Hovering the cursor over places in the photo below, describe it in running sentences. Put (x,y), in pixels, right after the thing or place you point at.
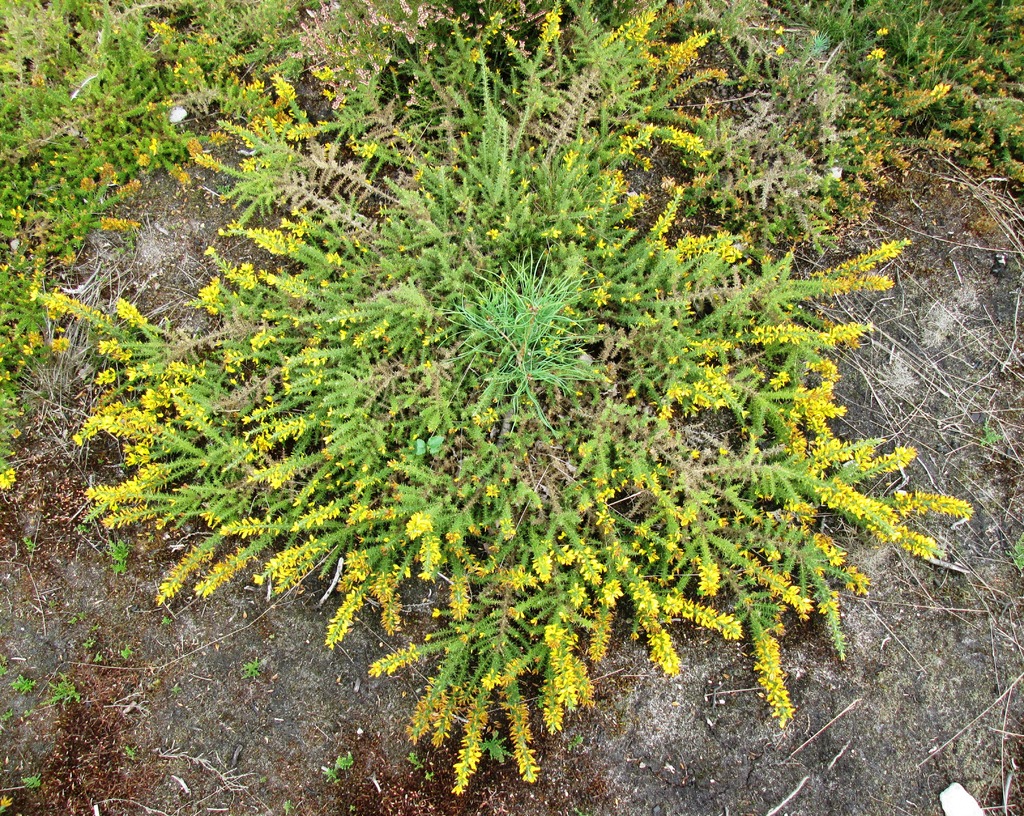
In the image we can see the grass (481,434) and tiny flowers (278,562), yellow in color.
